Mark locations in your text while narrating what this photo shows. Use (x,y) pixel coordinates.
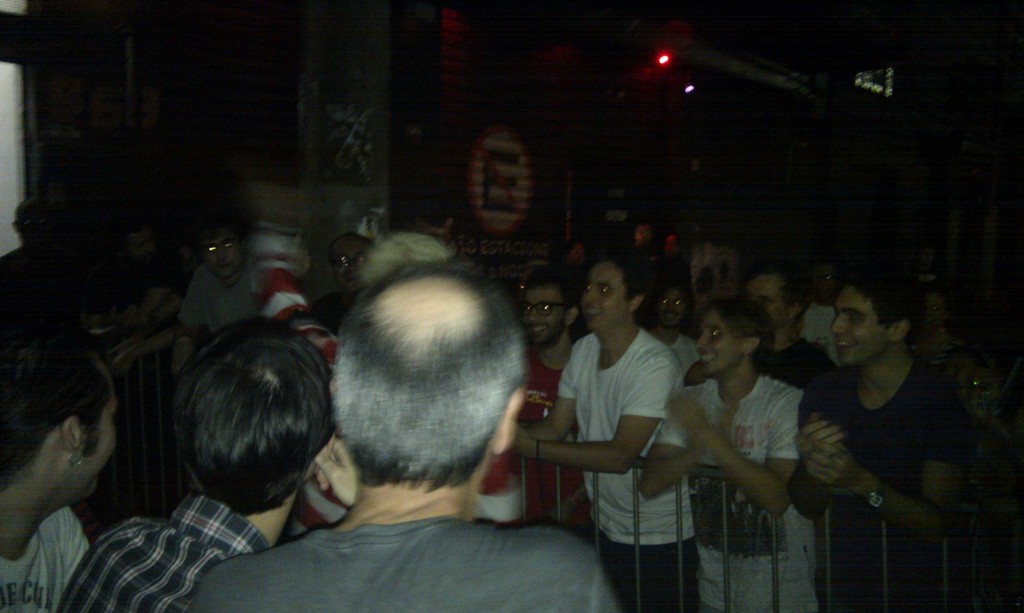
In this picture I can see group of people (516,381) are standing among them some are standing behind a fence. In the background (663,58) I can see some lights (688,88). The background of the image (616,185) is dark.
